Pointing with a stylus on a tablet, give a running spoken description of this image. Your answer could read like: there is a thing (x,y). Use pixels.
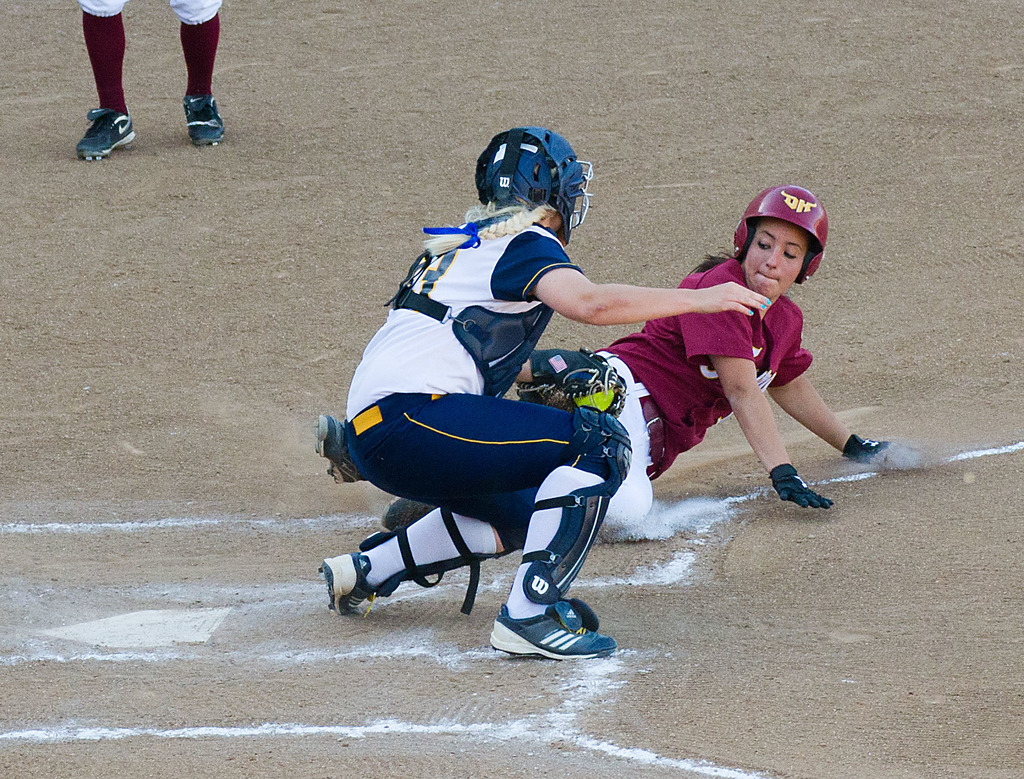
There are two persons (640,319) wearing helmet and gloves (582,380). Person (536,404) in the front (492,512) is wearing knee pads (485,556). In the back (203,36) we can see a person legs (110,59). And they are on a ground (300,564).
